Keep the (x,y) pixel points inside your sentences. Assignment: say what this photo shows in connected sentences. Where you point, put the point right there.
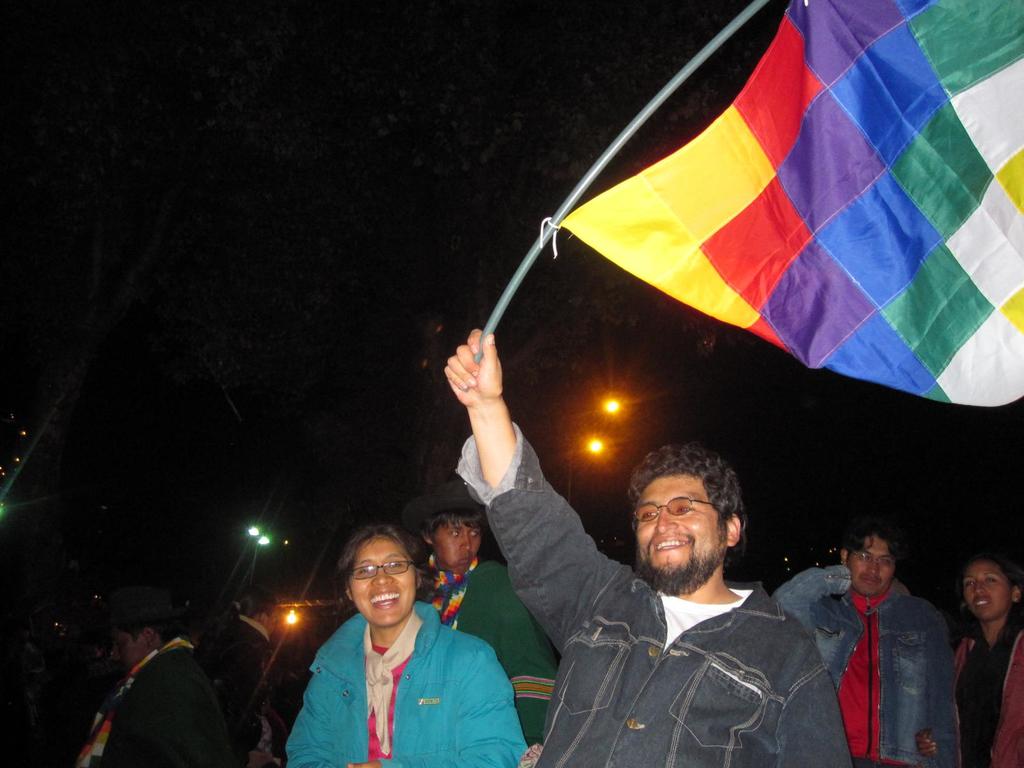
In this image there are a few people (516,447) standing with a smile on their face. The background is dark and there are few lights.
